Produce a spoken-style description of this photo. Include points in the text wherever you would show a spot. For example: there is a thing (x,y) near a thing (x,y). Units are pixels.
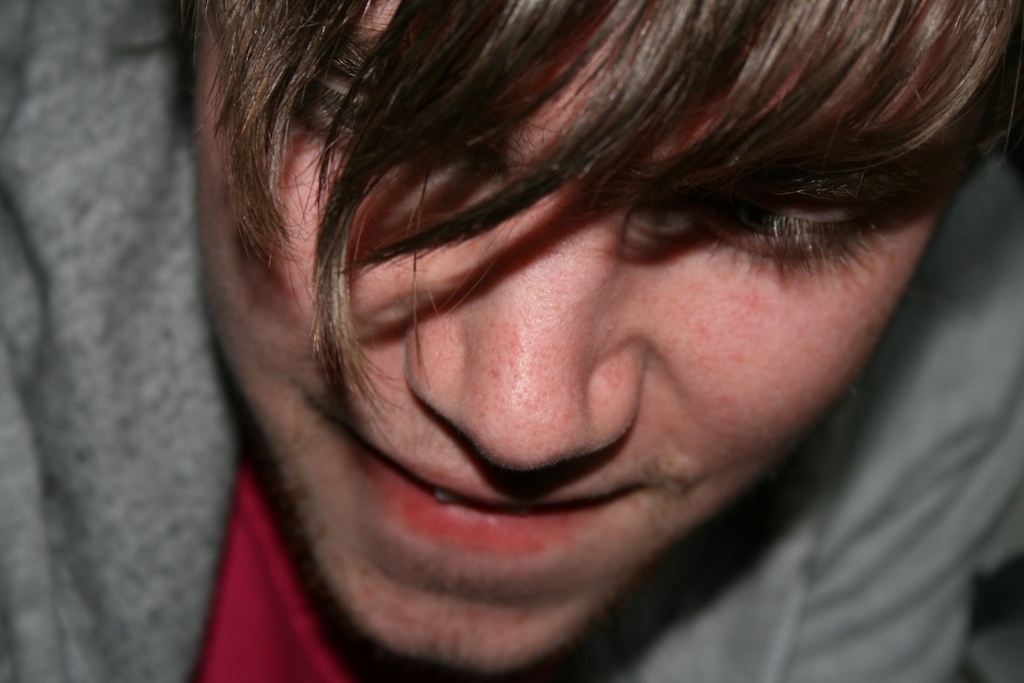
As we can see in the image there is a man (419,338) wearing grey color jacket (151,317).
